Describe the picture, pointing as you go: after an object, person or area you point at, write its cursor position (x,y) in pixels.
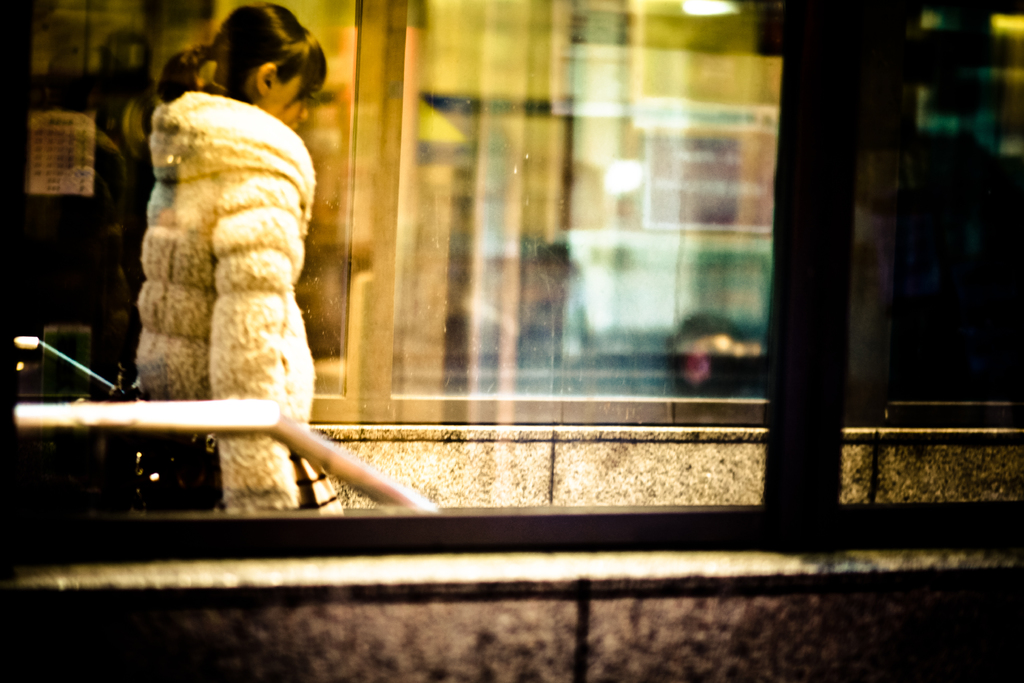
In this image we can see a woman (285,137) wearing a coat (240,295) is standing. In the background (507,259), we can see windows (609,248) and poles (842,281).
